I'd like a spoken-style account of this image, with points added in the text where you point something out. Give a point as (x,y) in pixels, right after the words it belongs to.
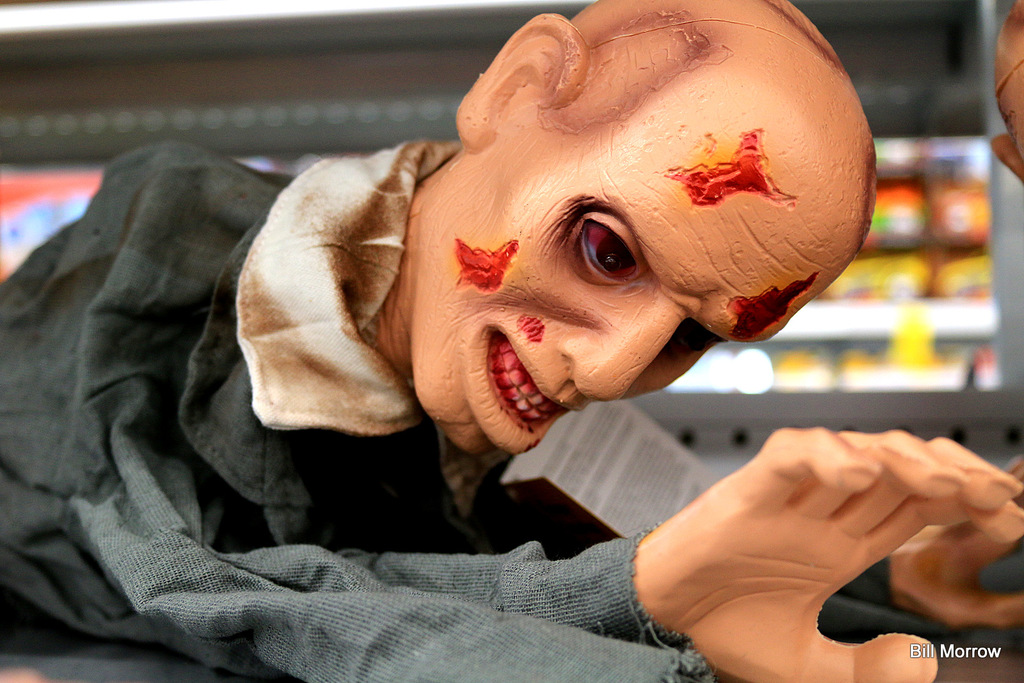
In the picture I can see a sculpture (444,357) of a person (562,361). The background of the image (706,397) is blurred. On the bottom right side of the image (930,650) I can see a watermark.
